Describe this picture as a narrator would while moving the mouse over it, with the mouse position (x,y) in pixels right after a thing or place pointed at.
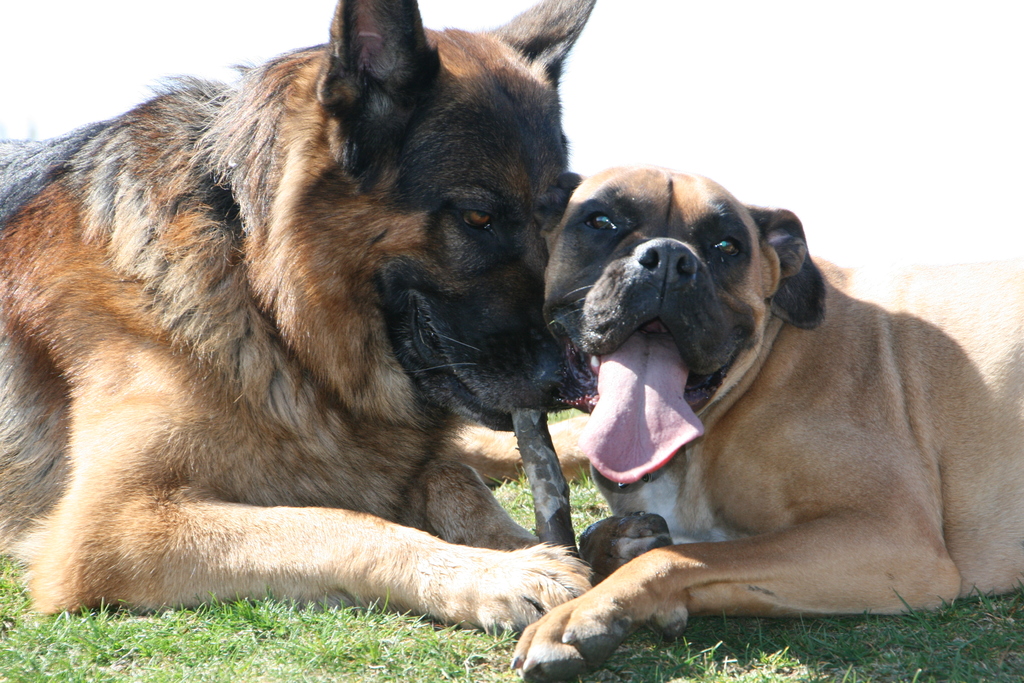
In this image, I can see two dogs (732,496) sitting on the grass (451,650).
